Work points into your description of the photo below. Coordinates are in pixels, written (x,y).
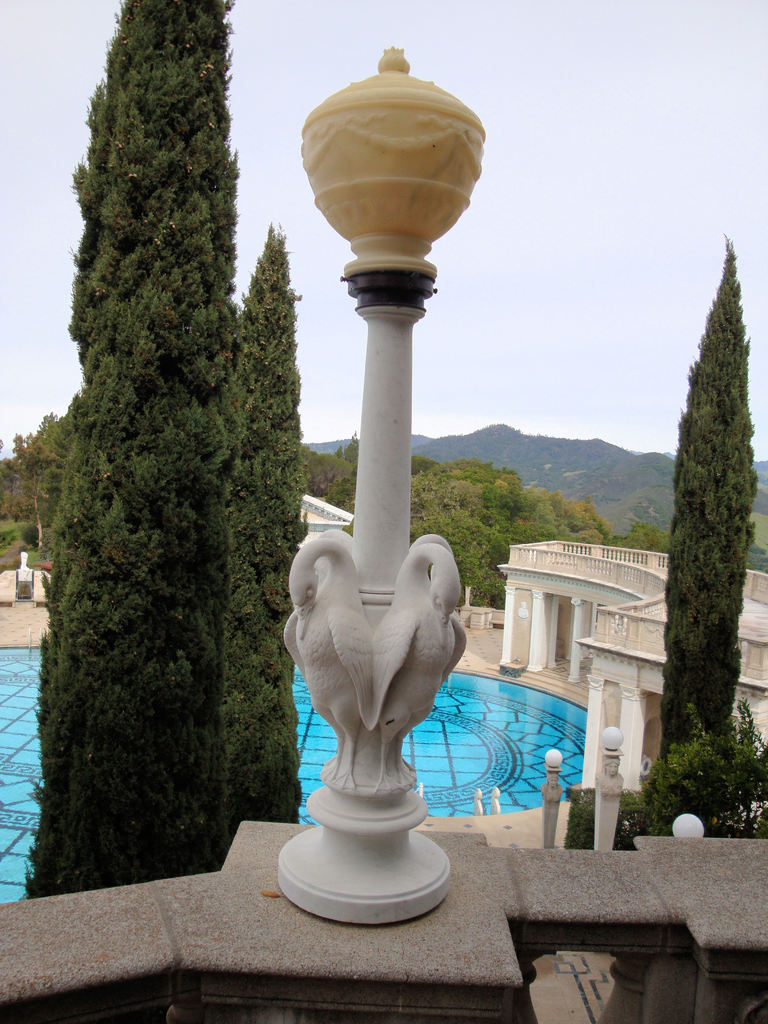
In this image we can see a sculpture (325,859) on a wall (270,943). Behind the wall (259,923) we can see the trees (127,718) and swimming pool (514,741). On the right side (615,676), we can see a building (605,575), pillars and trees (722,661). In the background (608,532), we can see a group of trees (606,541) and mountains (620,524). At the top (538,338) we can see the sky (538,259).
